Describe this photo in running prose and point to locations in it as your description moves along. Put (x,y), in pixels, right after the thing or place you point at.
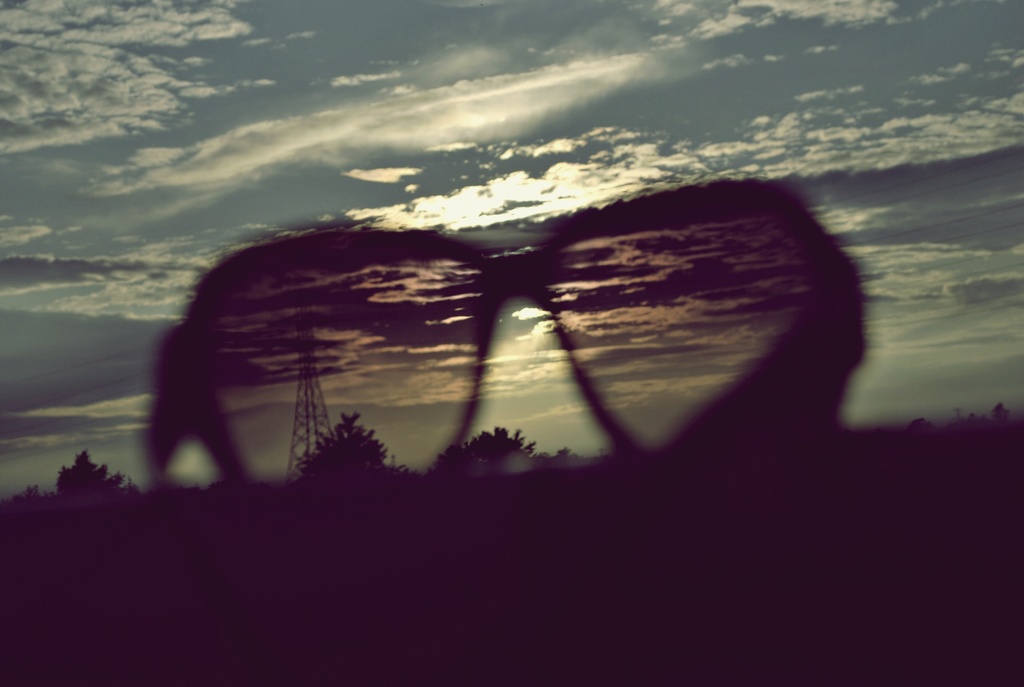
In this picture we can see spectacles (488,317), in the background (401,354) we can find a tower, trees (337,453) and clouds (409,220).
